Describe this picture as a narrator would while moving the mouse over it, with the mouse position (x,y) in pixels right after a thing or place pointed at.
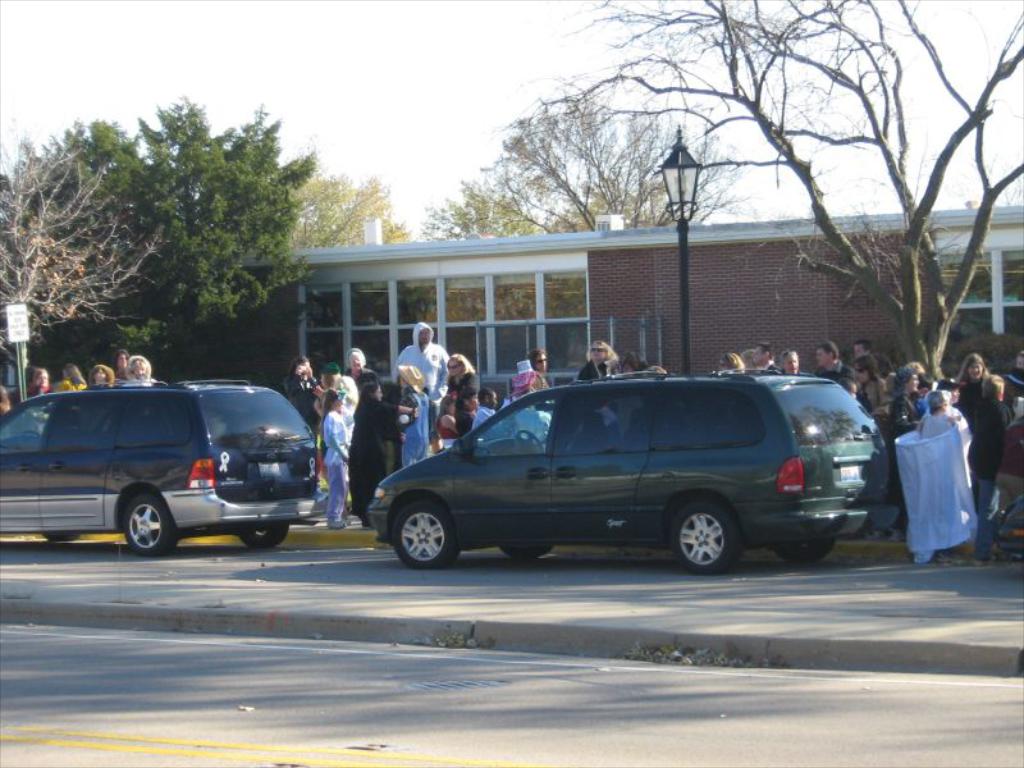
This picture might be taken outside of the city and it is sunny. In this image, in the middle (518,459), we can see a car (567,523) which is placed on the road (645,588). On the left side (125,393), we can also see another car (127,496) which is placed on the road (225,582). In the background (301,390), we can see group of people (943,435) standing, street lights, buildings (299,284), glass window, trees (590,162). On the top (580,52), we can see a sky (514,57), at the bottom (907,650) there is a road (804,677) and a footpath (792,631).
